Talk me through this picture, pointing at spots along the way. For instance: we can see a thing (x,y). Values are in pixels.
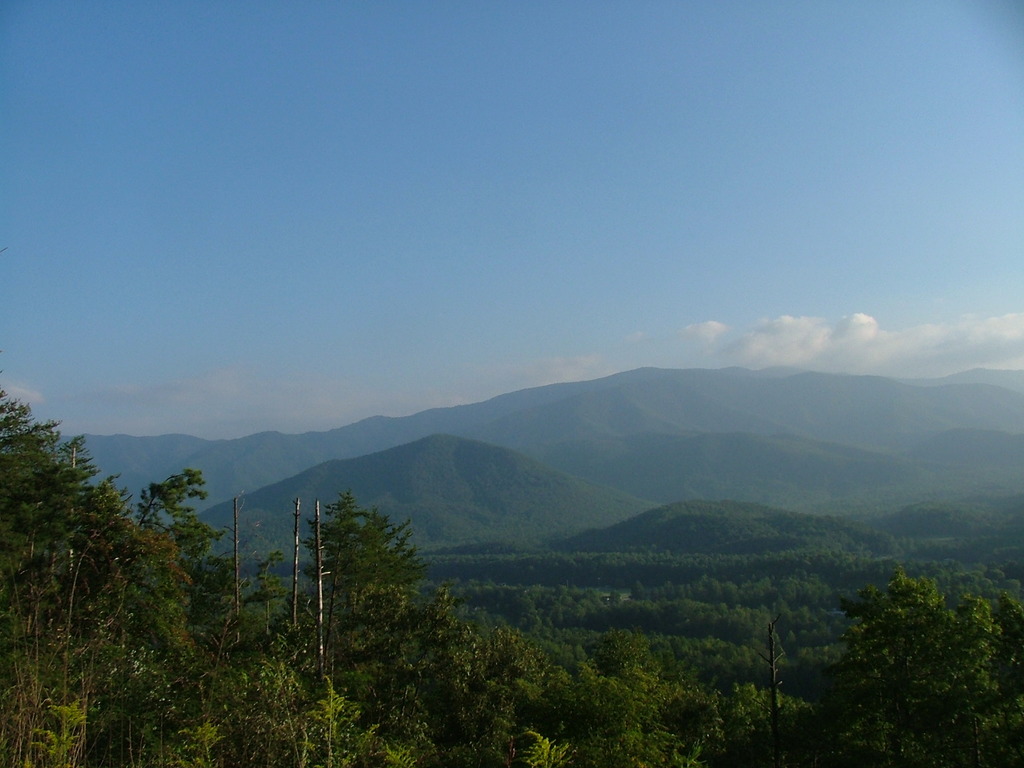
In this image I can see there are trees (971,659) at the bottom (545,569). At the top (600,196) it is the sky (597,124).
